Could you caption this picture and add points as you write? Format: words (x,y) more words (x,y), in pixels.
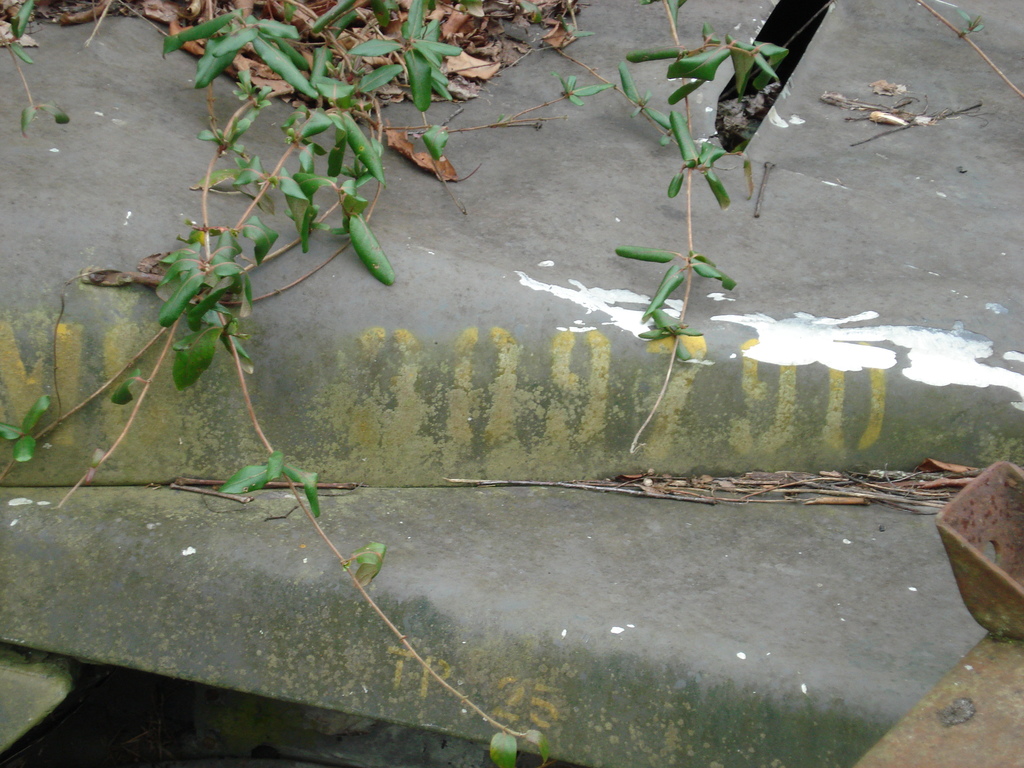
In this image I can see there are plants (350,185) and leaves (405,155).
